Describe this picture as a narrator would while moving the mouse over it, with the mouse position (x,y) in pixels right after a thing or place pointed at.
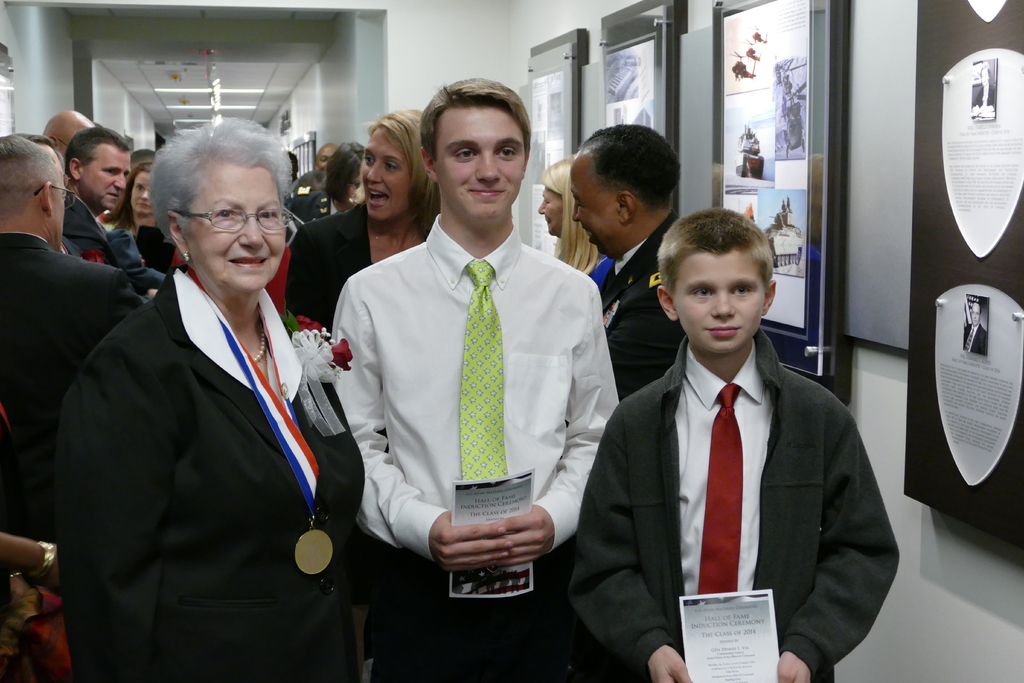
In this image there are people (597,235) standing. To the right side of the image (875,380) there is wall (464,34) to which there are boards (934,241) with some text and images (553,110). At the top of the image (170,33) there is ceiling (201,108) with lights (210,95).
